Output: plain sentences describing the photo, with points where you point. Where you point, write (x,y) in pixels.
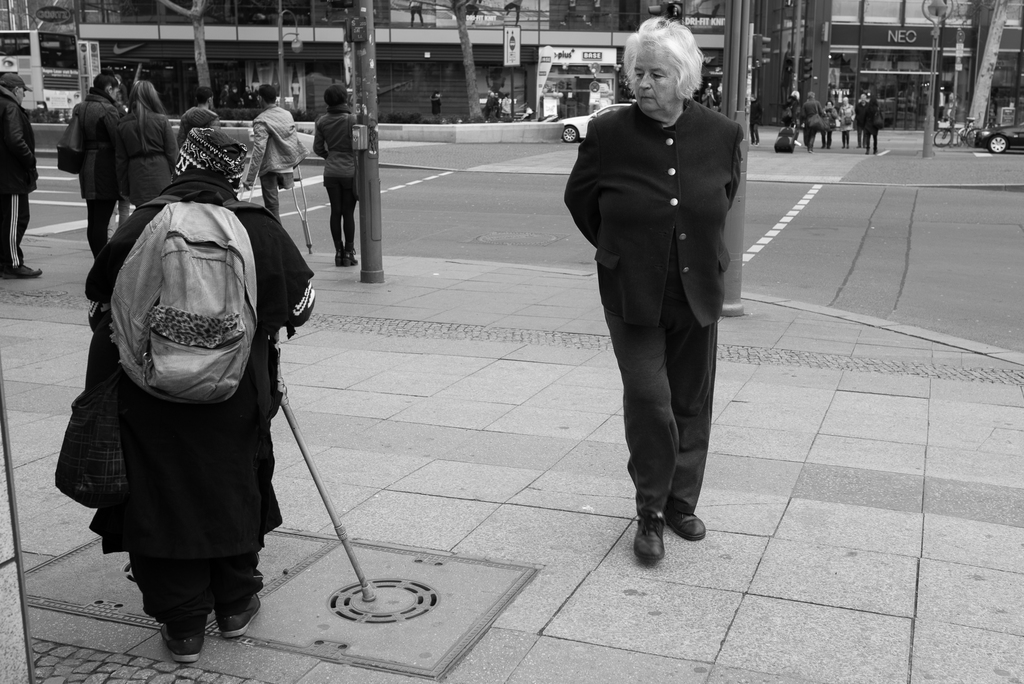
In this images of the front there are persons (700,270) walking. In the background (373,245) there are poles (732,99), persons (790,114), cars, buildings (854,63), trees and boards (511,55) with some text (556,48) written on it.
